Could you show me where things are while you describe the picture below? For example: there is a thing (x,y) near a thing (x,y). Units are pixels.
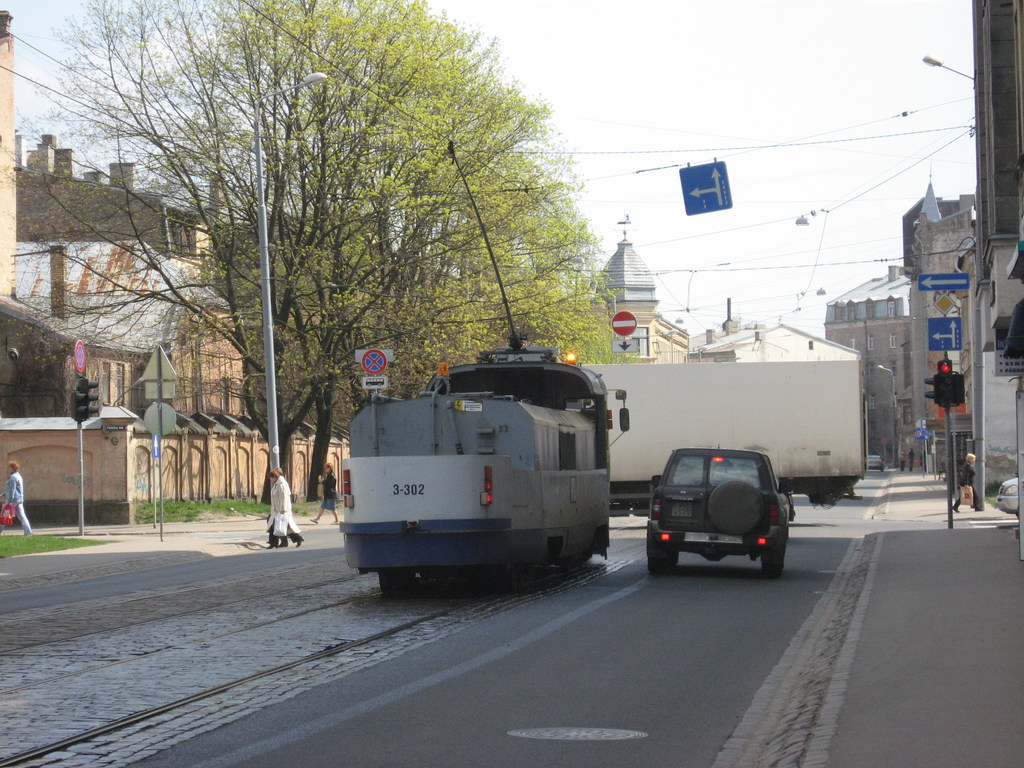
In the center of the image (594,427) there are vehicles (672,559) on the road (809,512). On both right and left side of the image (333,479) there are people (329,491) walking on the road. There are signal lights (949,391). There are directional boards (947,344), street lights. In the background of the image (777,301) there are buildings (931,249), trees (415,256) and sky (645,73).
